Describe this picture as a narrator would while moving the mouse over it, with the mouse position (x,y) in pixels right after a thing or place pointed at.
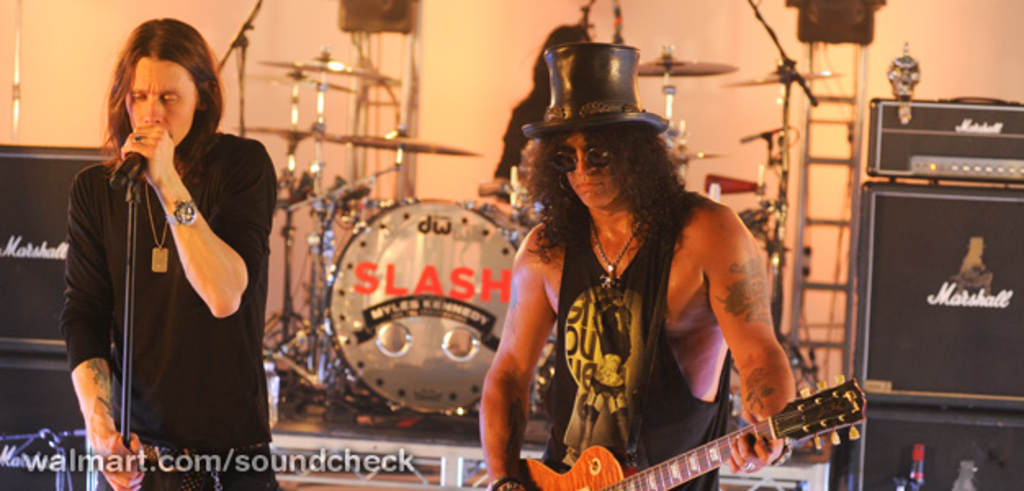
In this image there are three people (579,222). The person (185,232) standing at the left side of the image (220,403) is holding microphone (122,177) and he is singing. The person (617,241) in middle (611,258) is standing and playing guitar (790,423). The person (494,193) sitting in the back (515,120) is playing drums (452,208). There are speakers (34,273) at the left (58,332) and right side of the image (876,391).
